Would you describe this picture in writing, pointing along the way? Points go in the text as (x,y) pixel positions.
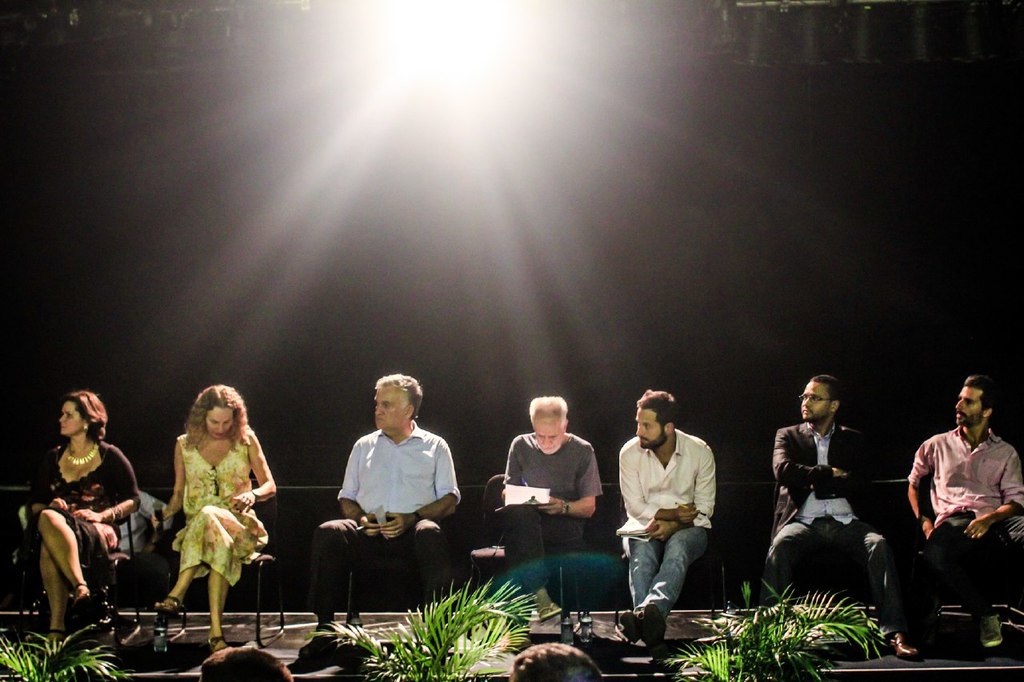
In this image there are few people (627,504) sitting in the chair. At the top (448,49) there is light (439,57). In front of them there are plants (441,638). In between the plants (355,641) there are few people (539,676).
